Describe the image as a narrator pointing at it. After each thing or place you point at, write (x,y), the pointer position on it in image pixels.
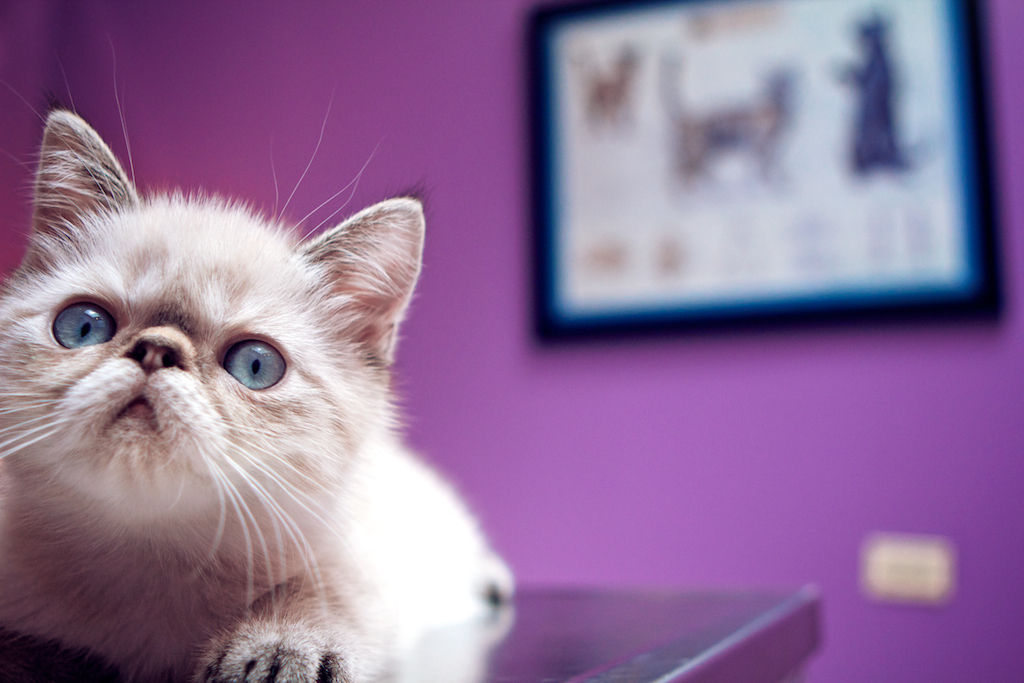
In this picture we can see a cat (237,543) here, in the background (580,499) there is a wall (580,499), we can see a photo frame (729,250) here.
